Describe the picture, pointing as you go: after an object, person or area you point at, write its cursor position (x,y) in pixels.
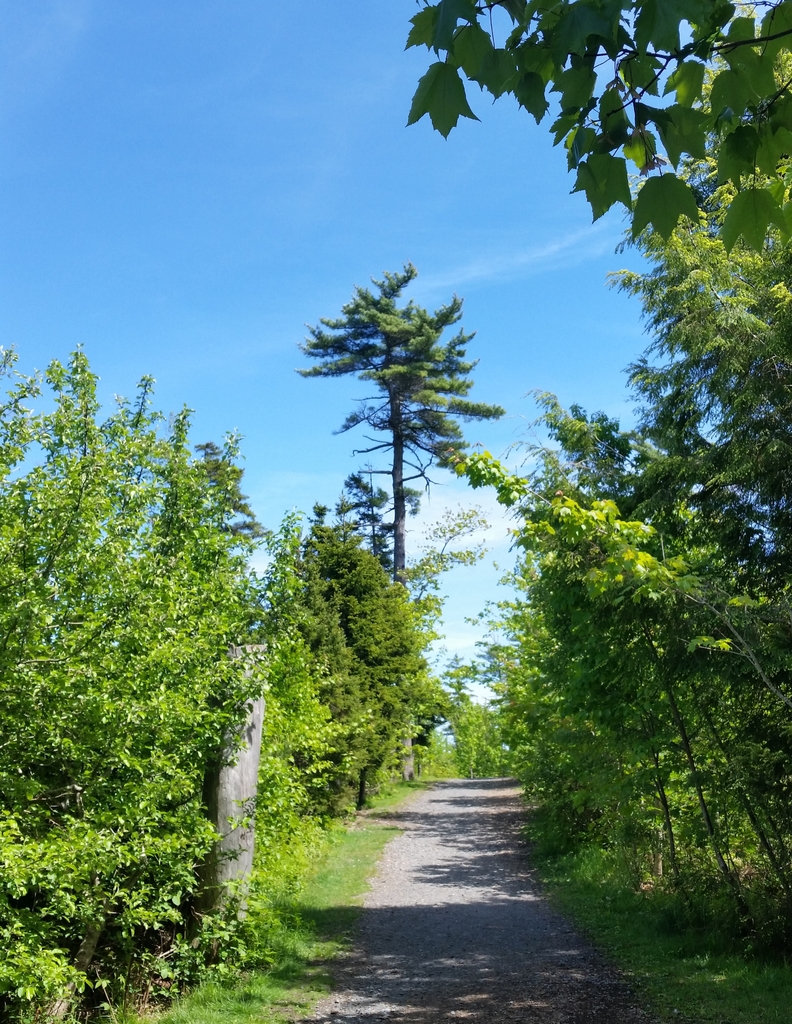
In this image in the middle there is a path (441,853). On both sides there are trees (385,618). The sky (556,308) is having few patches of clouds (430,510).
